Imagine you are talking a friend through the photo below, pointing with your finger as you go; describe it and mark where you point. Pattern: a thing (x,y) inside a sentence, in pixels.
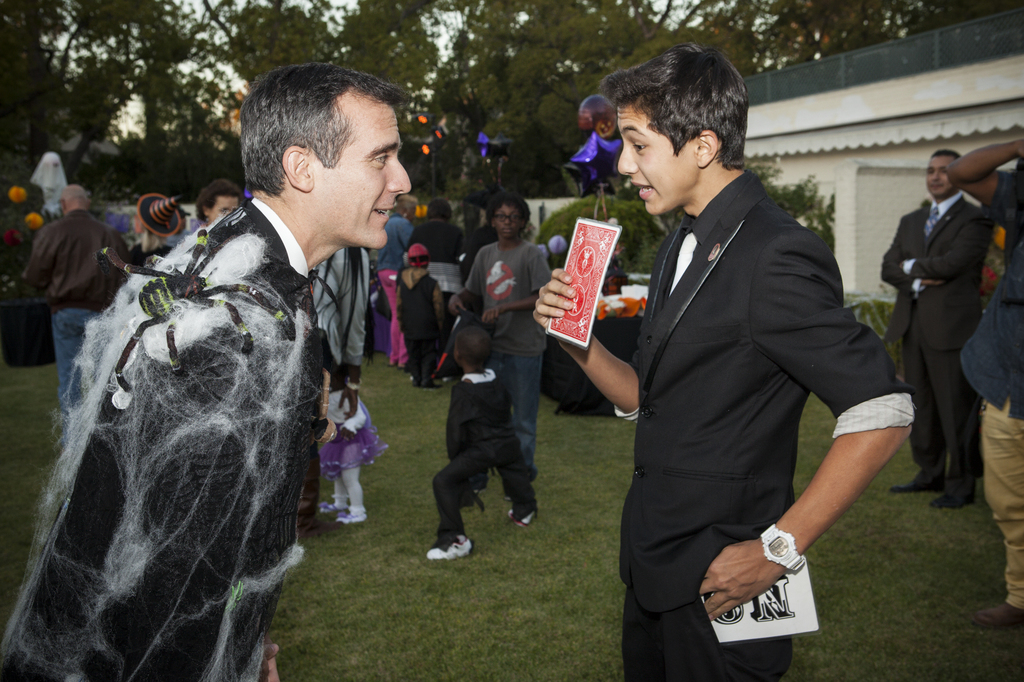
In this picture there is a boy (737,192) who is standing on the right side of the image (760,197), by holding a card (590,330) in his hand (536,308) and there is a man (137,594) on the left side of the image (151,308), there is a spider (150,302) on his shoulder (171,285) and there are other people (412,298) those who are standing on the grassland (484,669) in the background area of the image (478,275) and there are trees (537,63) at the top side of the image (522,42), there is a house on the right side of the image (965,62).
